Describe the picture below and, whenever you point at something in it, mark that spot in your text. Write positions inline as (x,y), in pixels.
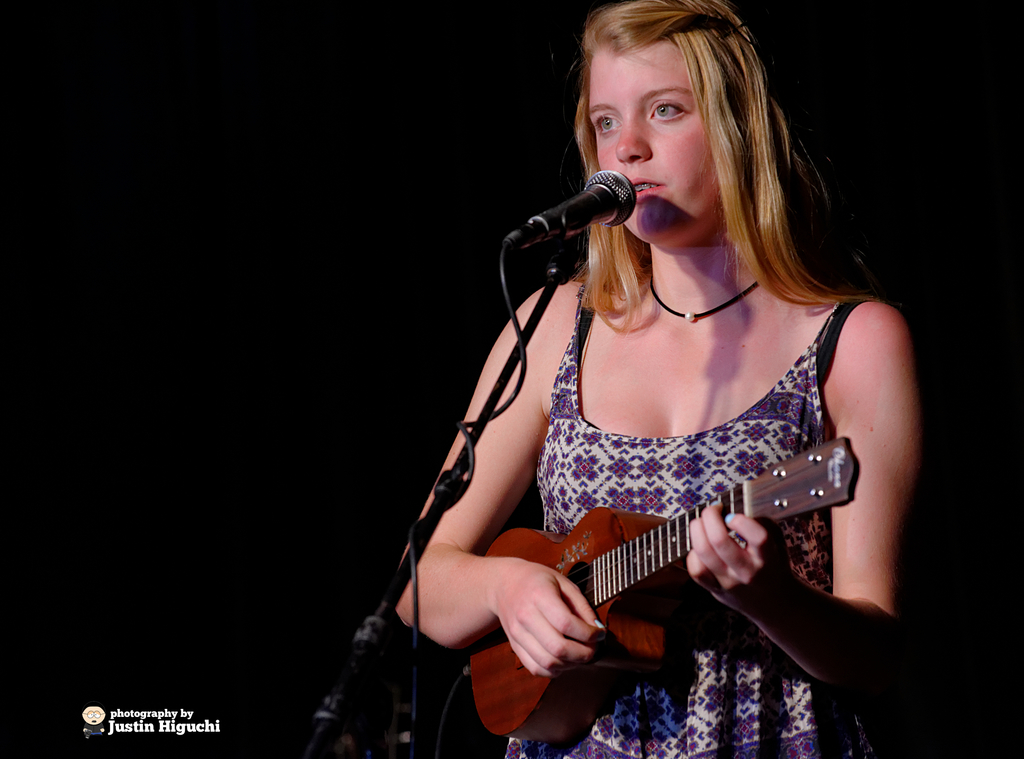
This picture describe about a girl (617,368) who is singing and playing a small guitar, and wearing a blue gown (717,462) on her.
